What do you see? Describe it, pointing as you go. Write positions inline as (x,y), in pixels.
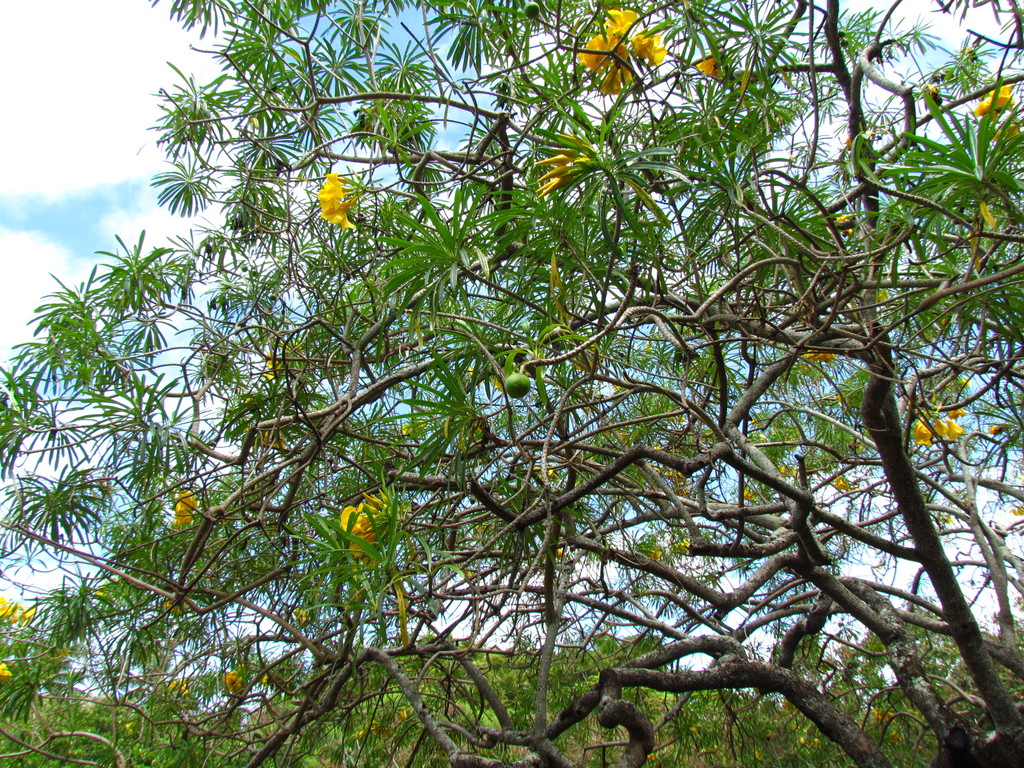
In this image there is a tree (565,375) truncated, there are flowers (655,49) on the tree (331,529), there is a fruit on the tree (566,375), at the background of the image (125,166) there is the sky (131,166) truncated, there are clouds (124,121) in the sky (131,128).
